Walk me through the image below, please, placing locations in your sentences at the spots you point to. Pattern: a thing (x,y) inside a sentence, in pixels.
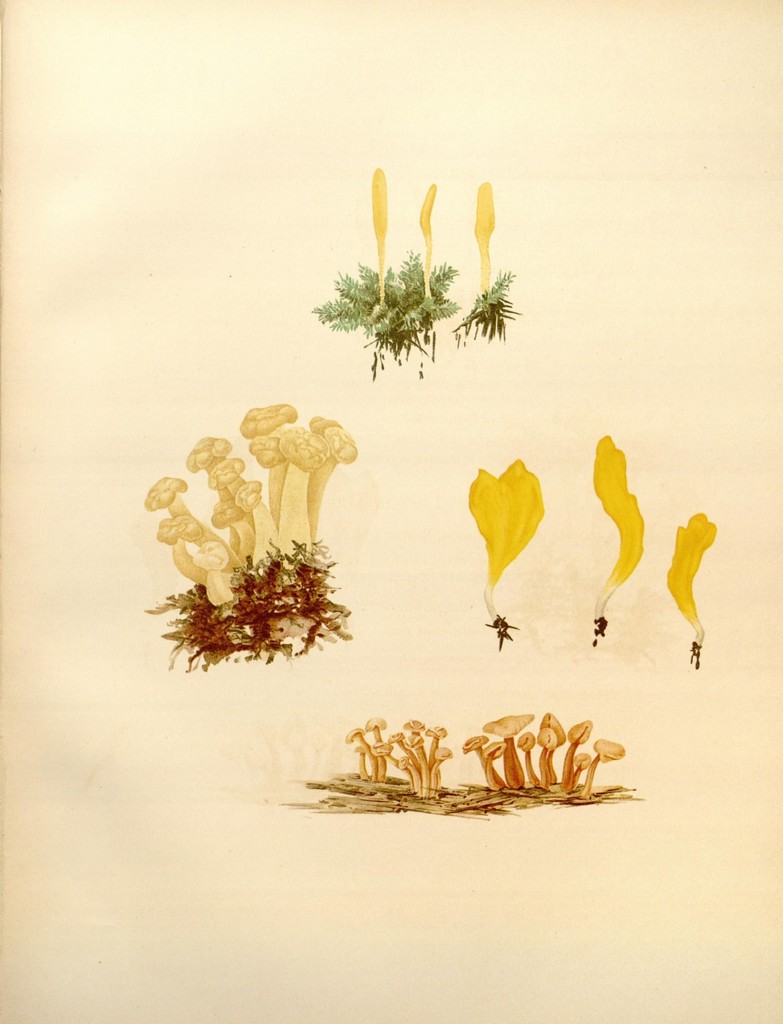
In this image we can see the pictures (280,597) of some fungi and moss (332,605) on a paper (122,798).
